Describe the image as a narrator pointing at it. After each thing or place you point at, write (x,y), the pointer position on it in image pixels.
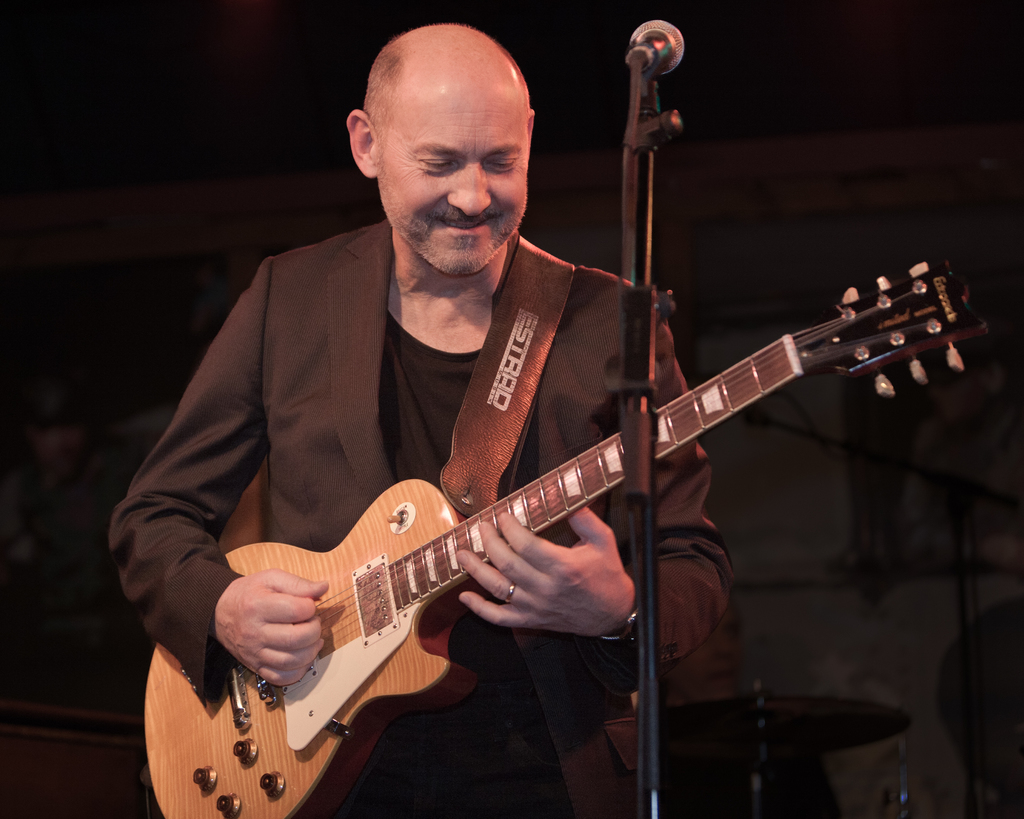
A man (462,282) is smiling and playing guitar (407,616). In front of him there is a mic (662,29) and mic stand (639,486). In the background (758,121) it is black.
